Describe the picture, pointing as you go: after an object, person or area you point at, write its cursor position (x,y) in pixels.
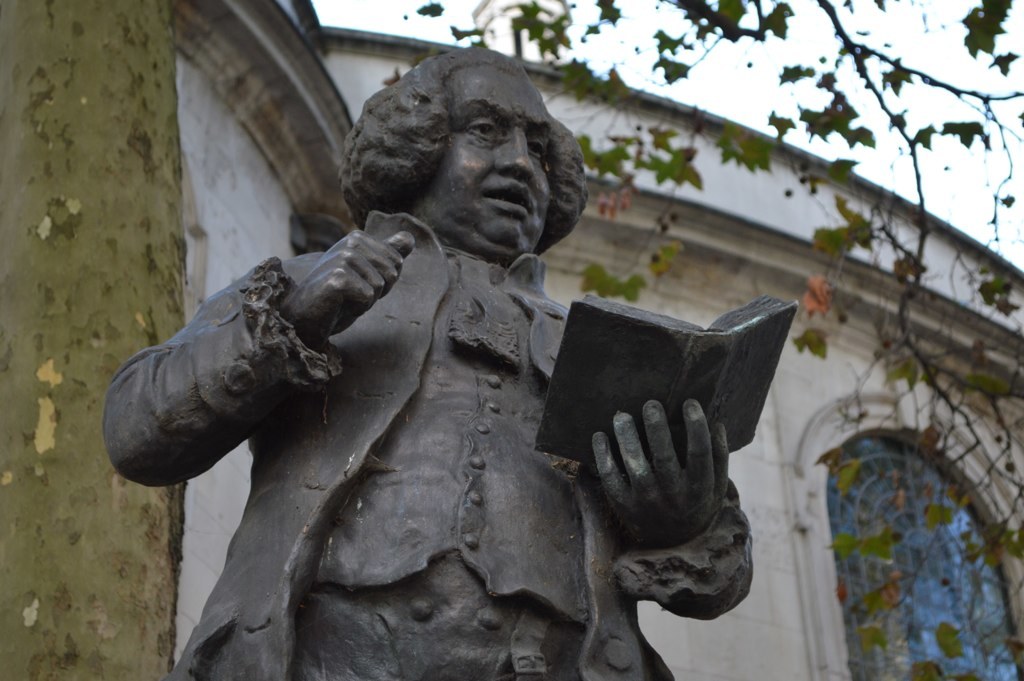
In this image in the foreground (760,405) we can see a statue (524,86) of a man (410,81) holding a book (674,438).
